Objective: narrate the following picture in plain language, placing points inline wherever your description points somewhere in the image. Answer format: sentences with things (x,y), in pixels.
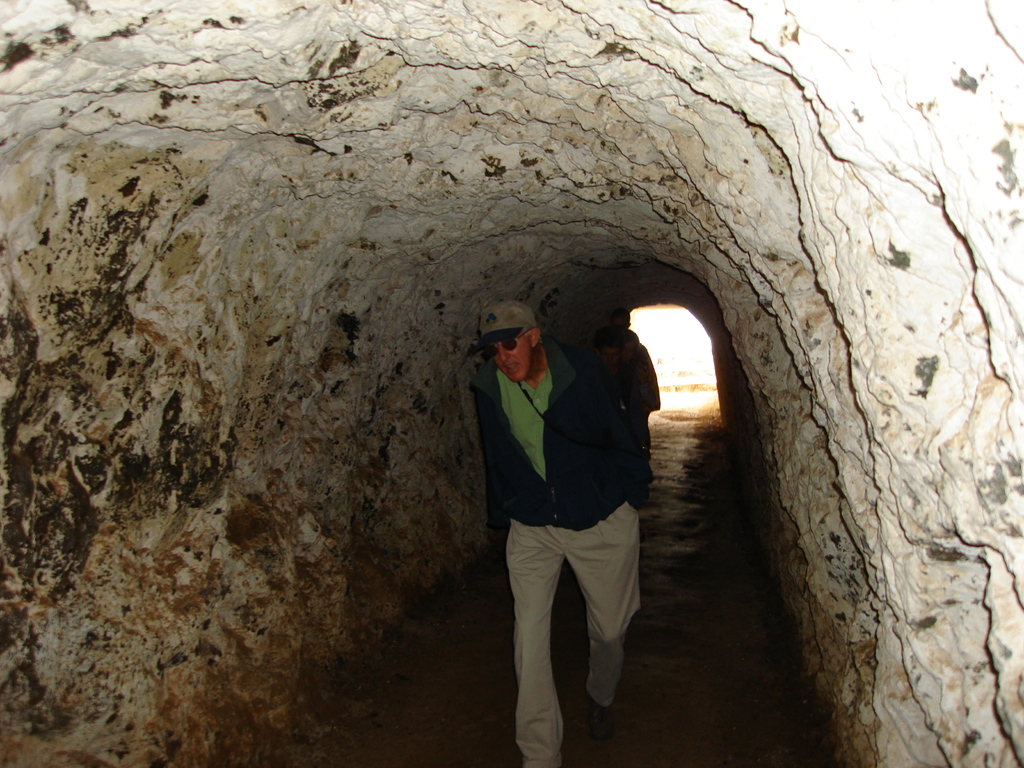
In this image we can see three people (564,460) and a tunnel (598,233).
